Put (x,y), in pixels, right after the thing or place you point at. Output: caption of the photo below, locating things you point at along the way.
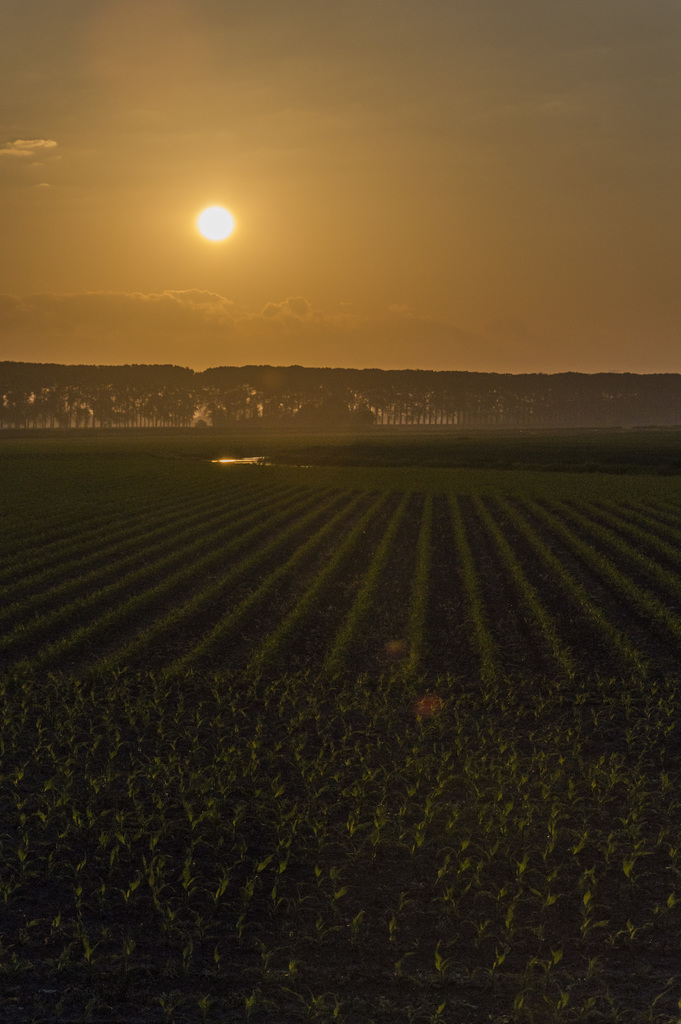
In this image there is the sky (418,265) towards the top of the image (377,247), there is the sun (225,223) in the sky (238,178), there are trees (405,376), there is water (259,462), there are plants (277,815) towards the bottom of the image (310,699).
